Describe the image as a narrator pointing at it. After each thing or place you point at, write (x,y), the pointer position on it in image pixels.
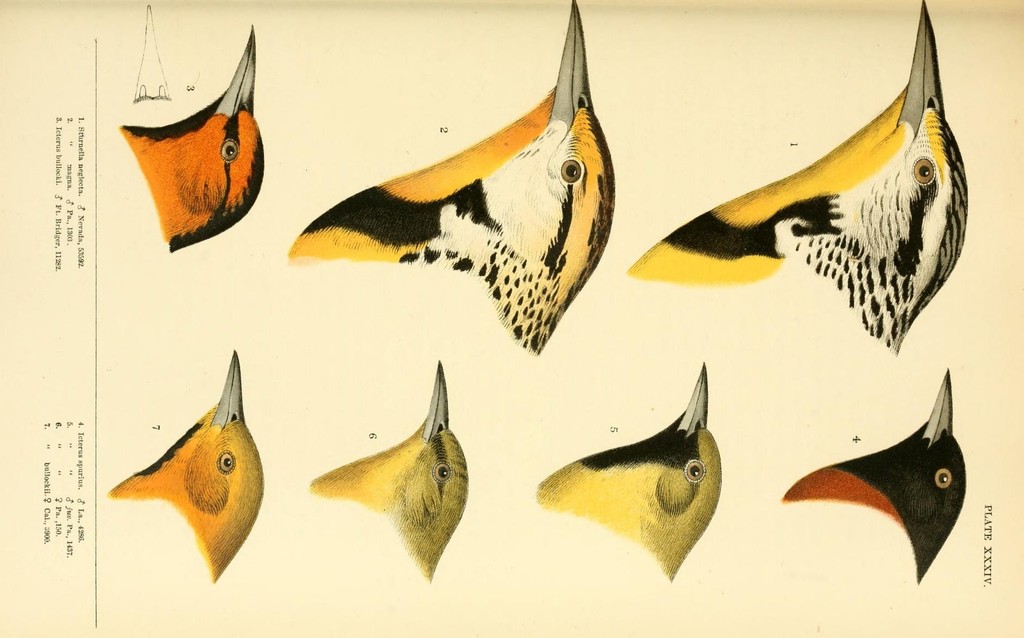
This is a drawing in this there are seven birds (377,185), on the left side (72,491) there is text (53,501), in the bottom right (993,526) there is text (991,541).
